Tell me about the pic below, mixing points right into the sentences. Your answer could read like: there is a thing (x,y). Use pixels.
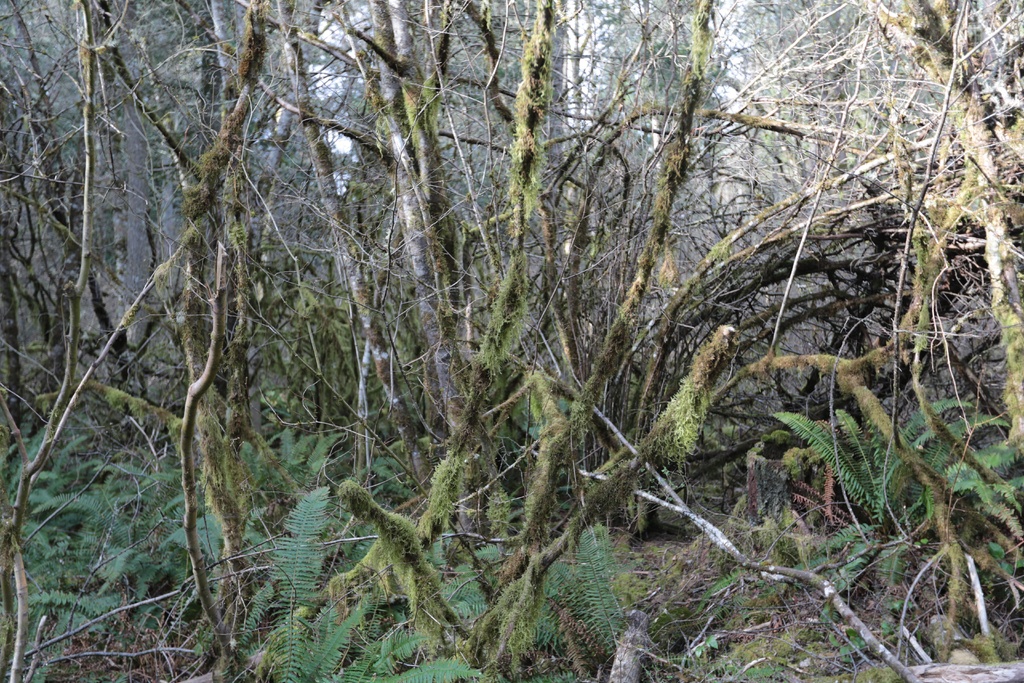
In this image we can see trees (607,405) and plants (408,653).
